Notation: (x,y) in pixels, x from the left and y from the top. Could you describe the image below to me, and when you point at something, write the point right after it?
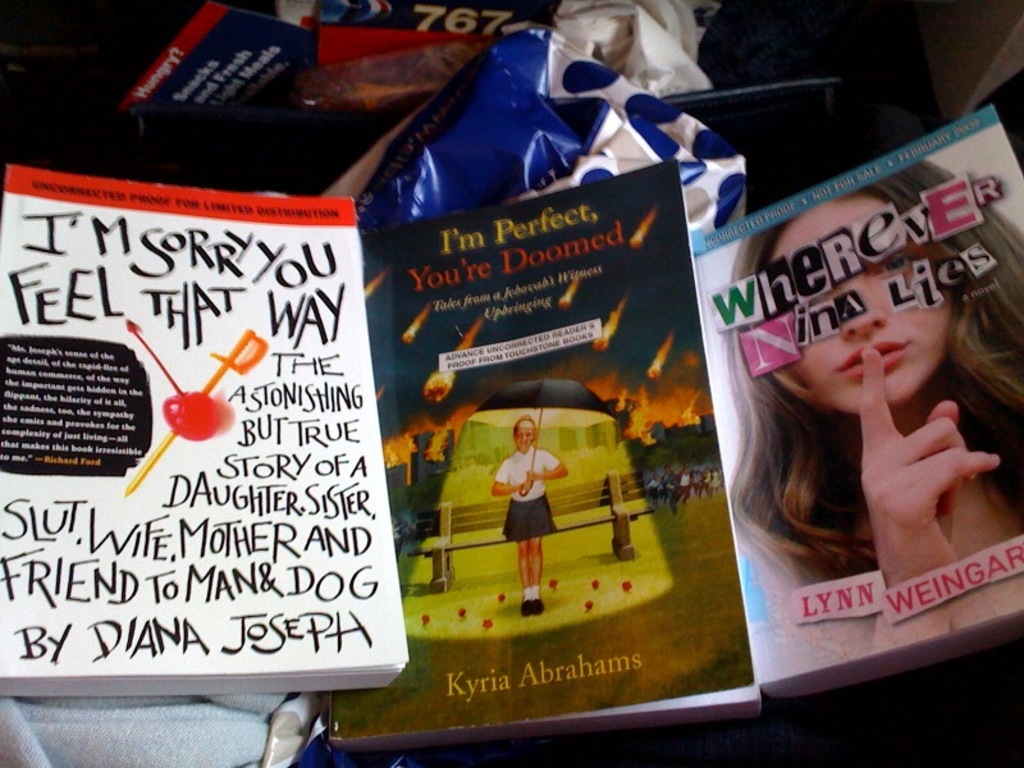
In this image, we can see few books (951,205), some objects (668,42) and clothes (815,730). Here we can see some text (947,277), numerical numbers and pictures (967,444) on the books (363,429).
